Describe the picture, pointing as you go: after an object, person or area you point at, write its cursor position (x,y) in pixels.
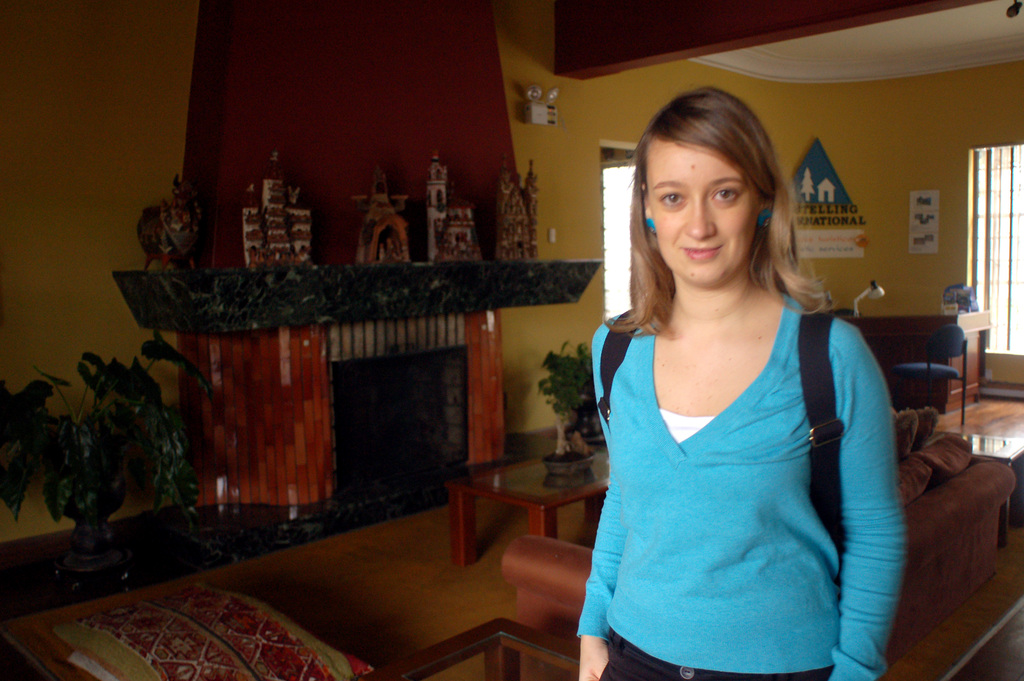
This image is taken indoors. In the background (261,157) there is a wall (897,173) with a window (981,248) and a door (610,224). There are a few boards (832,235) with a text (846,216) on the wall (883,216). At the top right of the image (821,32) there is a ceiling (943,23). On the left side of the image (110,449) there is a plant (76,480) in the pot (91,537). In the middle of the image (421,290) there is a fireplace (363,413). There are a few objects (278,212) on the wall (219,203). On the right side of the image (759,386) a girl (687,453) is standing. She is with a smiling face (675,259). There is a table (943,322) with a reading lamp (854,310) on it. There is an empty chair (934,367). There is a couch (932,472) and there is another table (1001,437). At the bottom of the image (467,660) there is a table (461,653). There is a table (547,481) with a plant (562,378) on it.
